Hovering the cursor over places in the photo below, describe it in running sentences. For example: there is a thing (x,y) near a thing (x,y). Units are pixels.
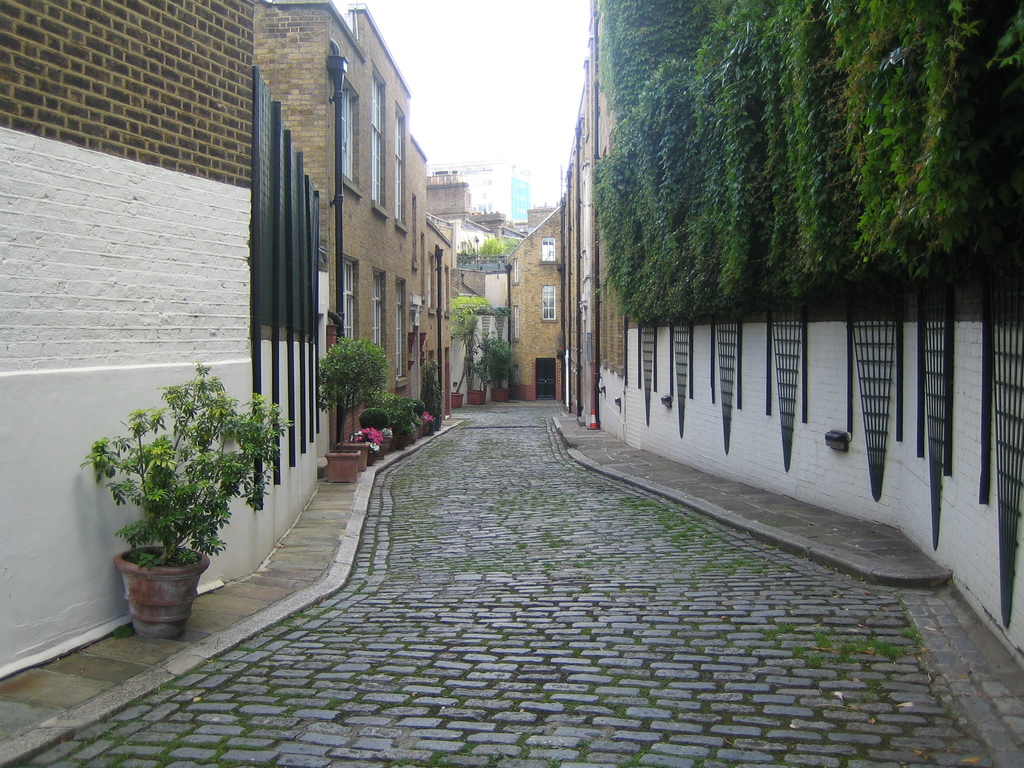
In this image we can see many buildings (545,375). There are many trees (363,382) and plants (783,178). There is a walkway (384,462) in the image. There are many plant pots (395,438) in the image. We can see the sky (520,73) in the image. There are few lights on the wall (638,393) at the right side of the image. There are many flowers (373,439) to the plants (413,431) in the image.
